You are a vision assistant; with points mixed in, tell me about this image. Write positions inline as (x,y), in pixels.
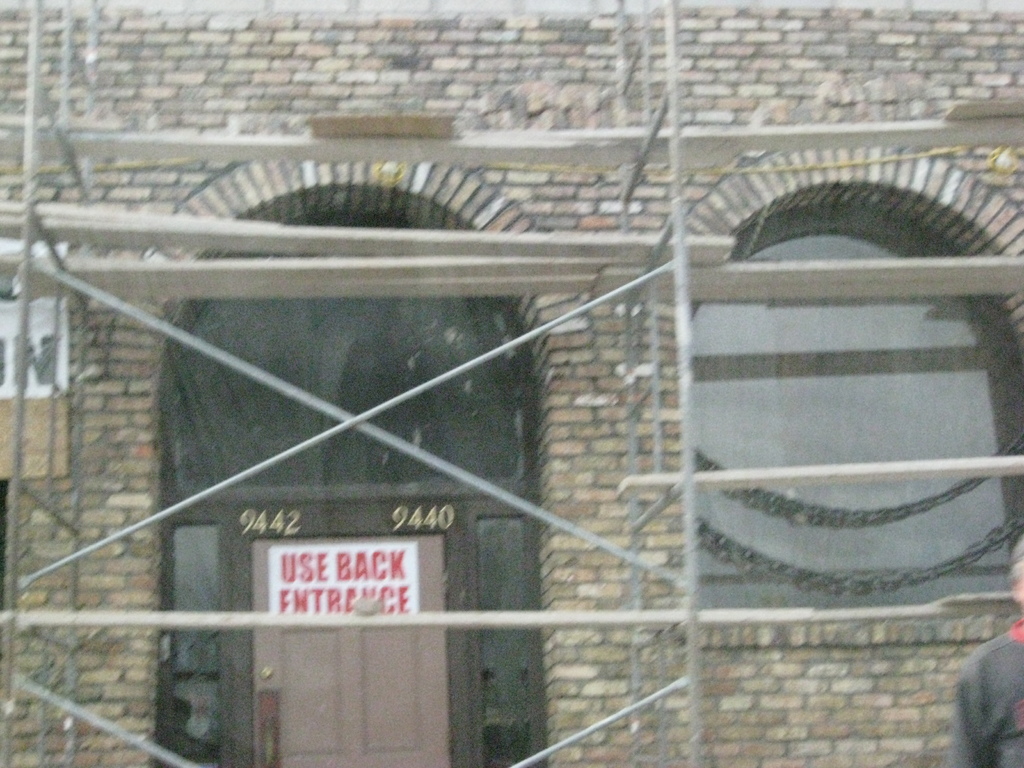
In this image we can see a building (233,532), there are numbers (278,528) and text (379,573) to the door (423,565) of the building (404,561) and a board (46,389) attached to the building (73,319), in front of the building (690,188) there are iron rods (678,261) and wooden planks (1011,274) and we can see a person (1005,659) on the right side (991,682).
